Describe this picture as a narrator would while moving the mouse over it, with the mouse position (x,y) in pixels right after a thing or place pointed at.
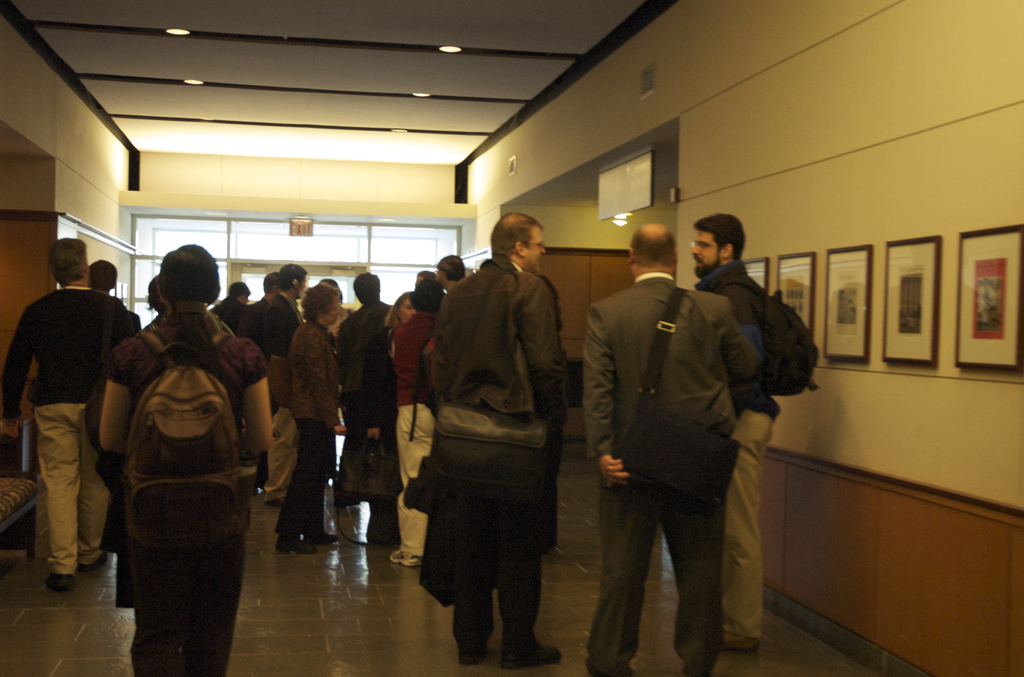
In this image I can see people (722,321) standing in a building (920,453). There are photo frames (815,309) on a wall (927,469), on the right (993,309). There are lights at the top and a glass door (182,236) at the back (356,263).
